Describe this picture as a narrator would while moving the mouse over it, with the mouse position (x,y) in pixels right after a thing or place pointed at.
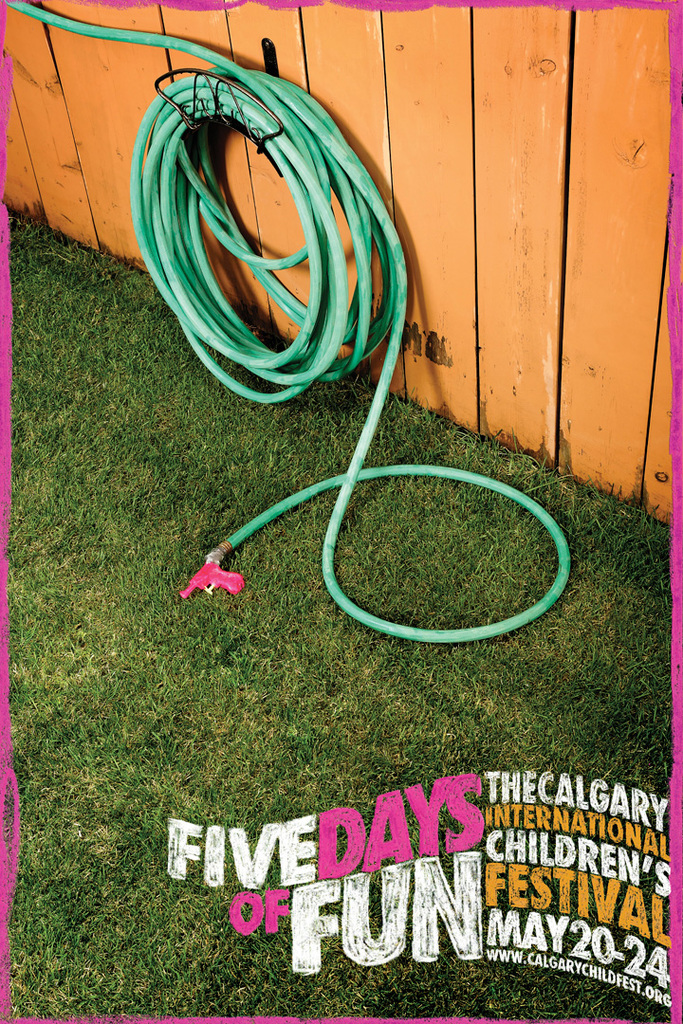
In this picture we can see grass (129,724) on the ground (159,732) and in the background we can see a pipe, wooden wall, here we can see some text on it.
